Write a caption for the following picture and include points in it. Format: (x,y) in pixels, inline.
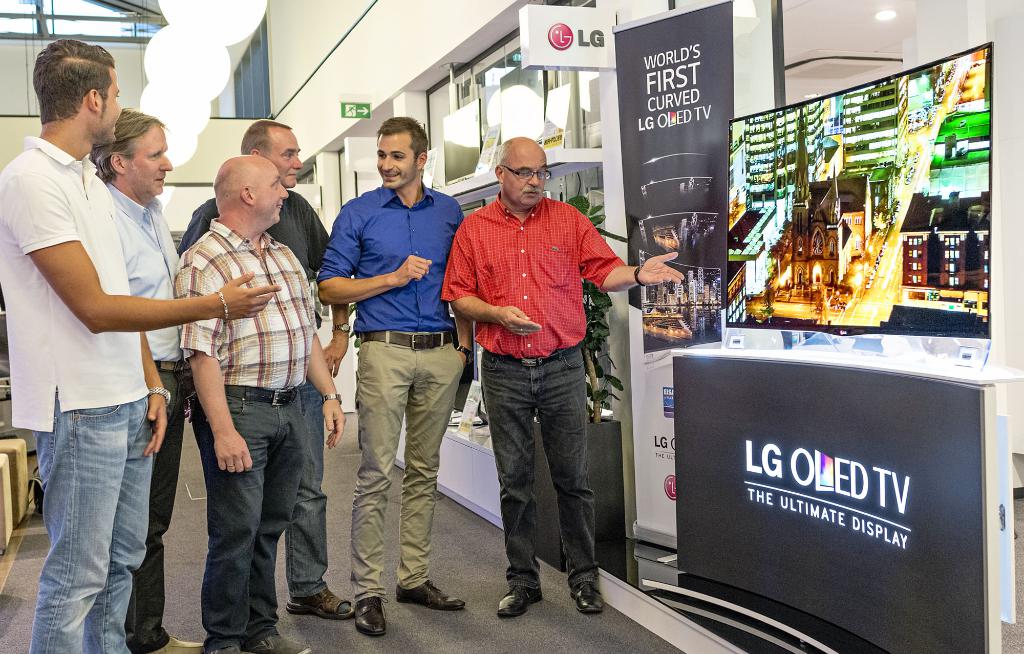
In front of the image there are a few people (135,468) standing on the floor (534,640). On the right side of the image (809,491) there is a TV (821,337) on the table (690,439). Beside the table (746,359) there is a banner (638,408). There is a flower pot (616,516). There are a few objects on the platform (491,458). On the left side of the image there are some objects (4,457). On top of the image (248,1) there are lights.
